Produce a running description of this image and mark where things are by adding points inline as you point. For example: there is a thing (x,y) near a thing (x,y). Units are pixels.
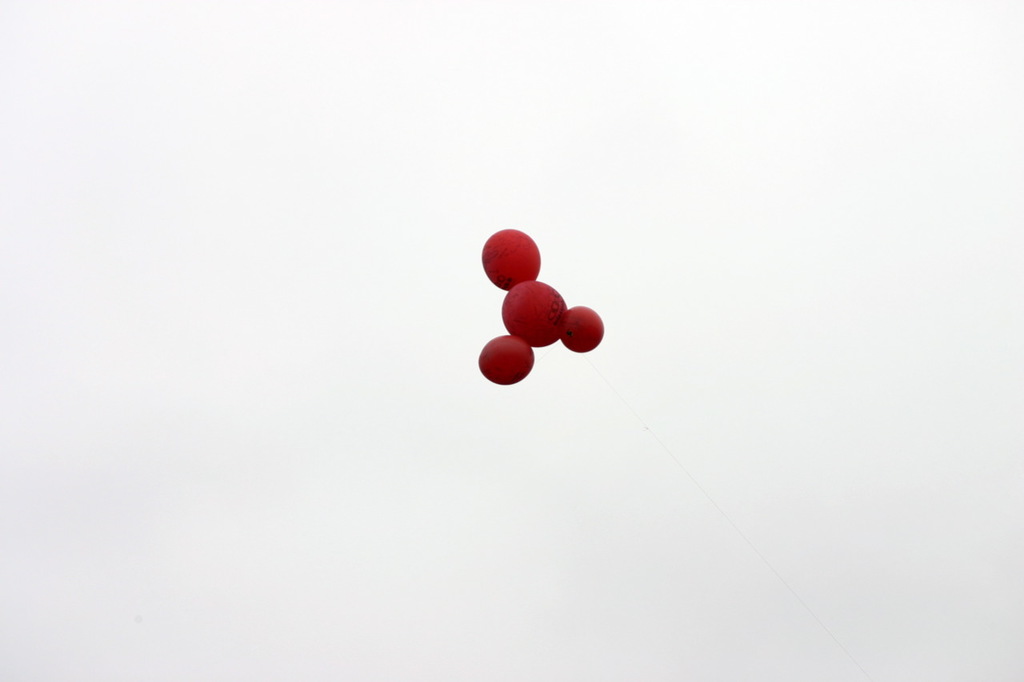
There is red color group of balloons (518,302). And the background (512,493) is white in color.
